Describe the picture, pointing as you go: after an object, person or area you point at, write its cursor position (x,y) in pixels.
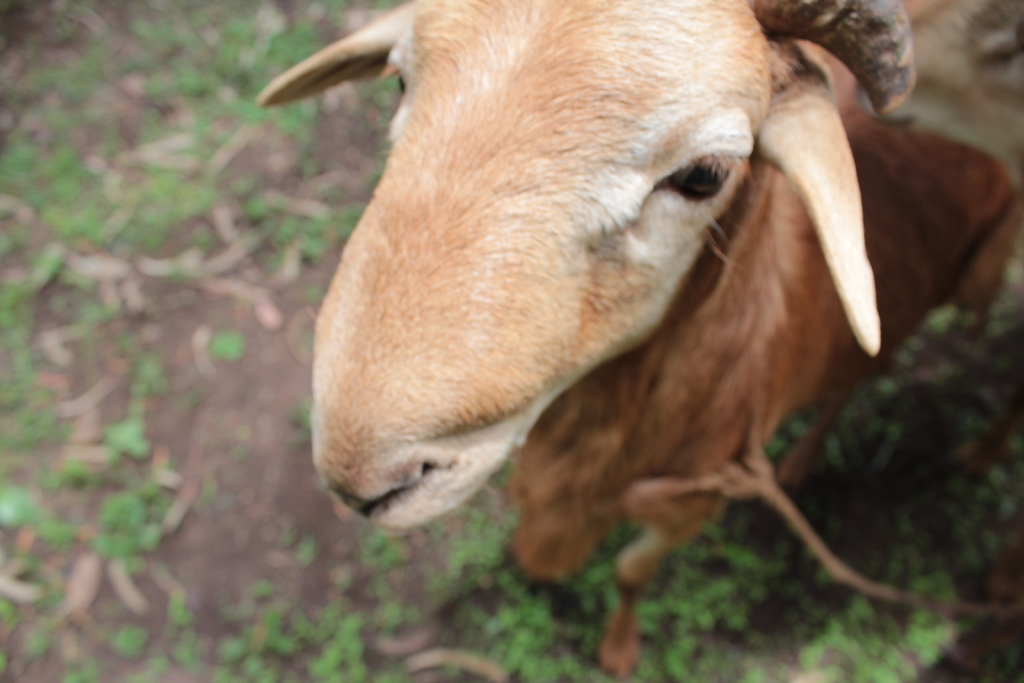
In this image there is one Goat (564,295) is on right side of this image (711,245) and there is a floor (193,401) is on the left side of this image (143,359).
